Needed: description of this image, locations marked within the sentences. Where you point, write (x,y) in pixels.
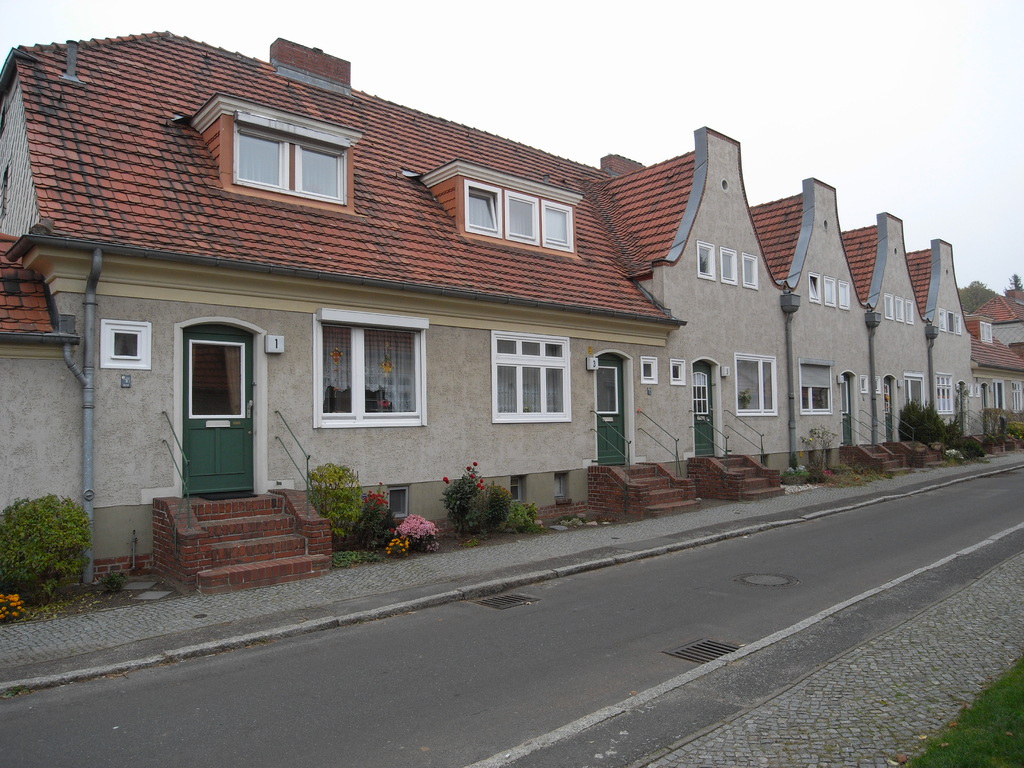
In this image we can see there is the building (673,378) and there are stairs (248,524), in front of the building (85,375) we can see the road (566,592) and grass (981,729). And there are plants (402,549), flowers (412,521), trees (970,289) and the sky (675,67).
